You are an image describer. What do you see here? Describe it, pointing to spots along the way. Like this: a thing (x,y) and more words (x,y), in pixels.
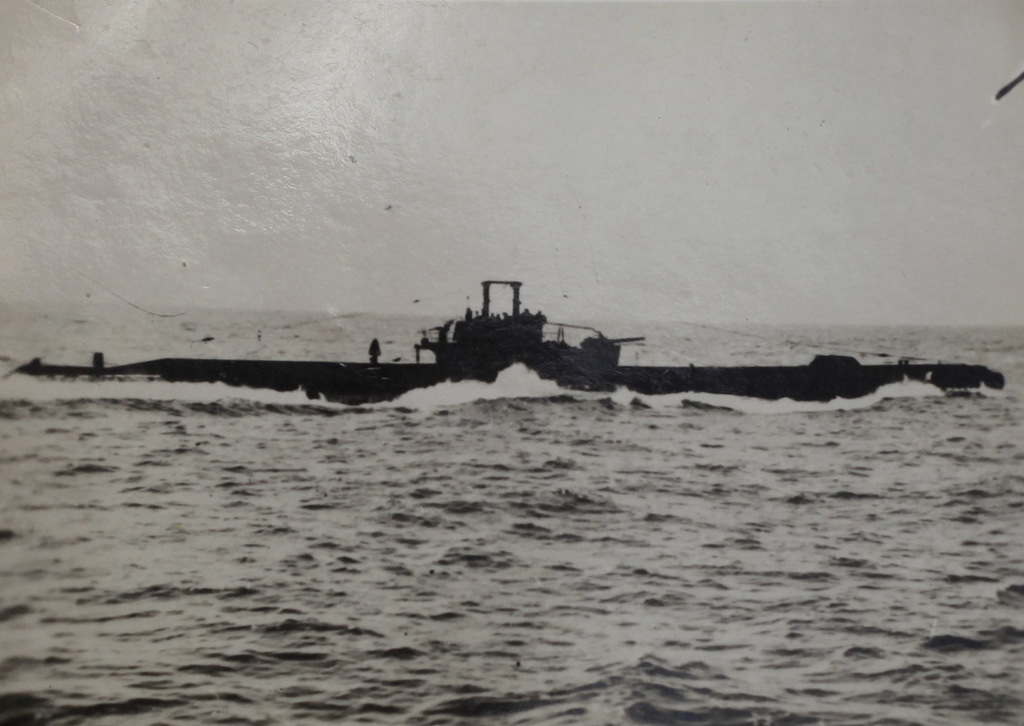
In this image I can see a boat (648,378) on the water surface (407,545). The image is in black and white color.
